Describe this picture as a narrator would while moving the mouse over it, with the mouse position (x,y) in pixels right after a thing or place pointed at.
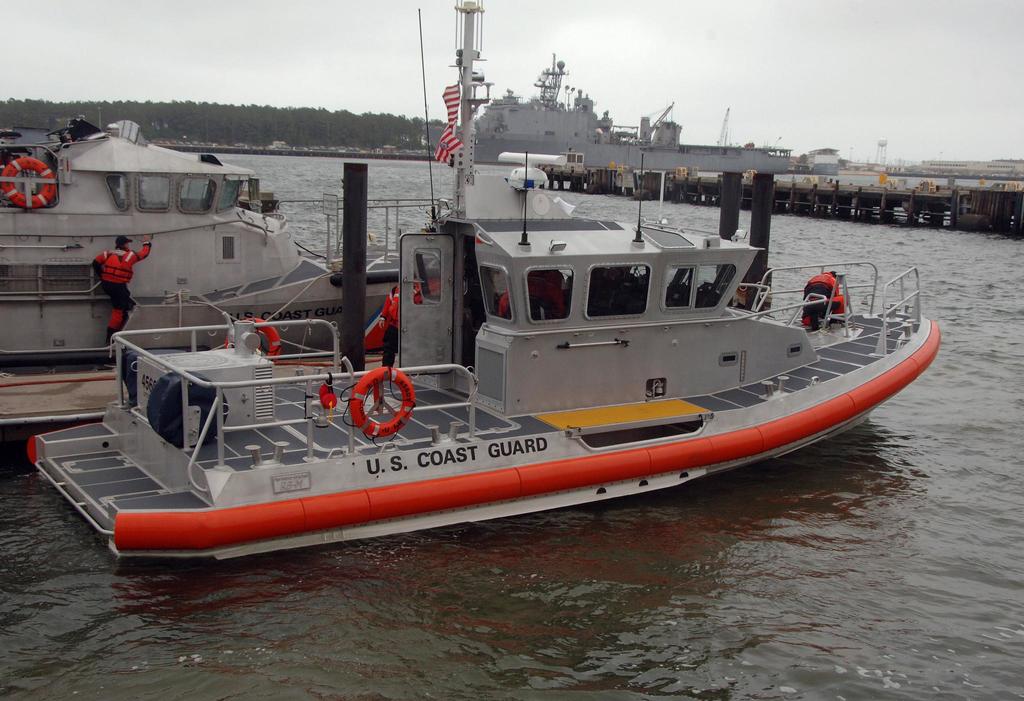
There are people (534,294) on ships (165,228) and we can see ships (521,215) above the water (861,486). In the background (269,115) we can see trees (174,122) and sky (838,64).
